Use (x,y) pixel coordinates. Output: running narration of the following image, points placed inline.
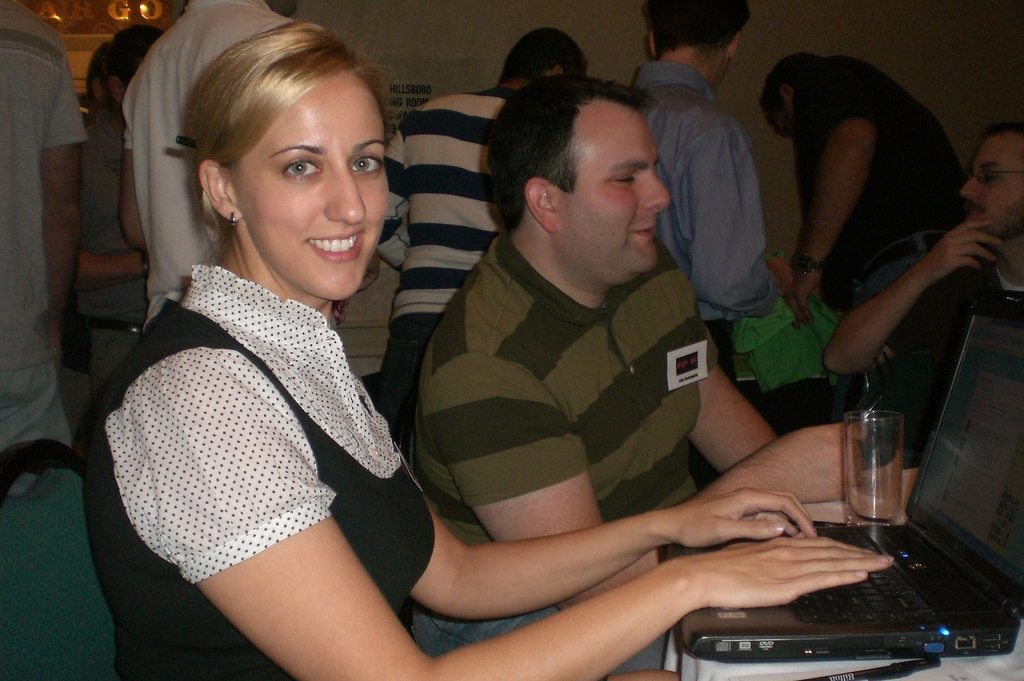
In this image three persons (664,419) are sitting on the chair (78,614) where a person (303,354) wearing black and white dress (252,378) using laptop (909,539) which was placed on the table (973,672). Beside laptop (959,479) there is a glass (901,447). At the back side (403,163) people (403,163) are standing.
